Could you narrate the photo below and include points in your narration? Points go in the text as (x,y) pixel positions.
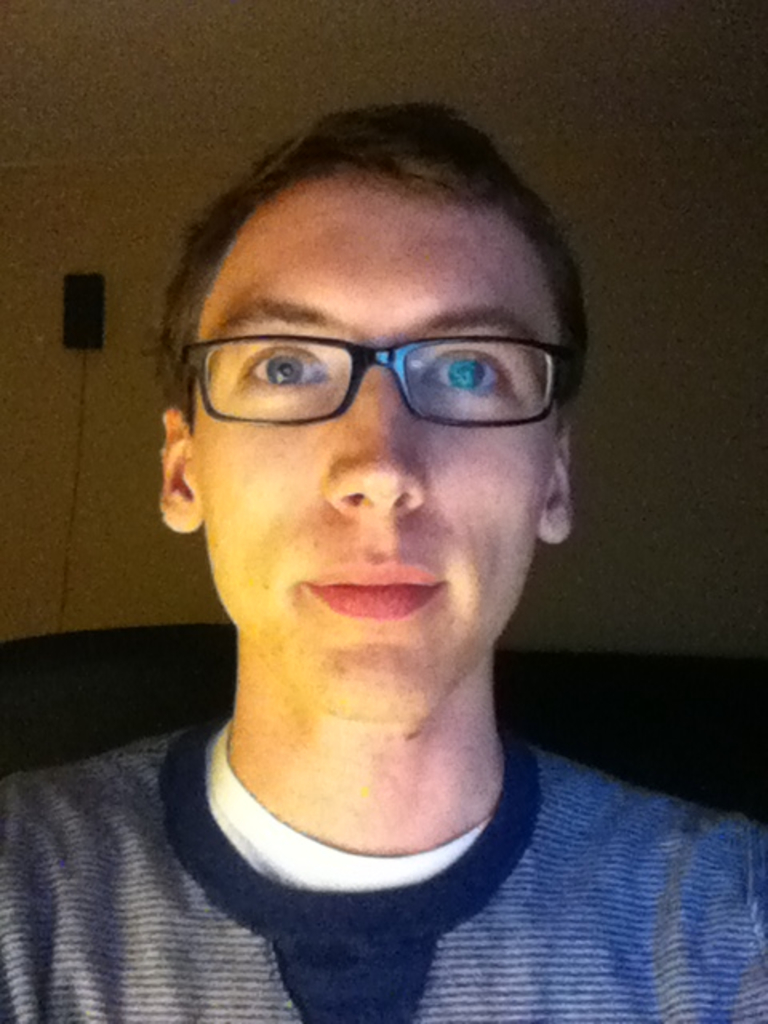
In this image there is a man (400,929). He is wearing spectacles (440,379). Behind him there is a wall (585,92). To the left (92,306) there is an object (103,330) on the wall (78,459).
